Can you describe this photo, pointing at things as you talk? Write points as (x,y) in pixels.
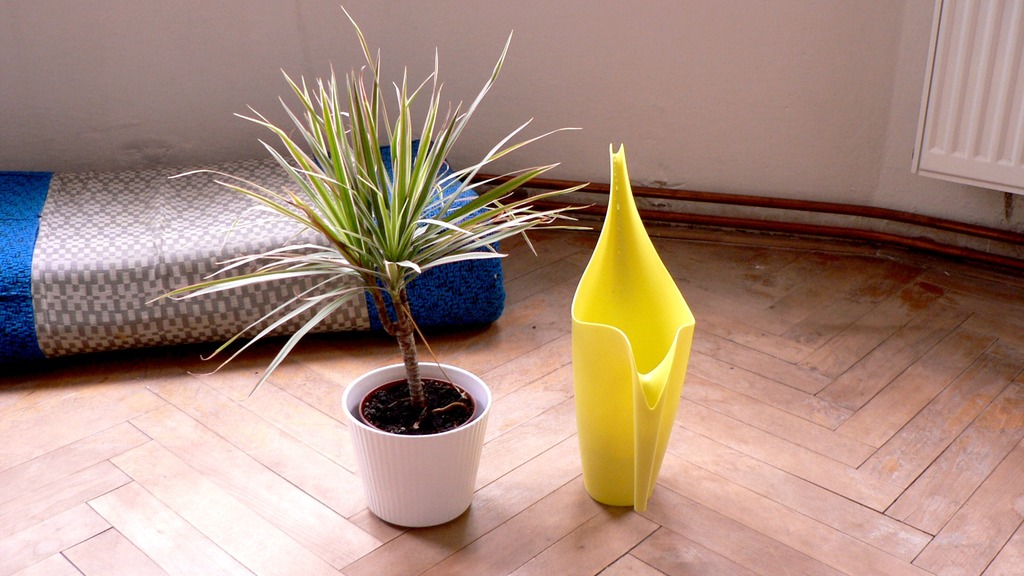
In this picture I can see there is a plant (405,344) placed in a pot (400,436) and there is a water jar (626,382) on the right side (690,360) and there is a mat (166,234) in the backdrop (225,252), there is a wall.
